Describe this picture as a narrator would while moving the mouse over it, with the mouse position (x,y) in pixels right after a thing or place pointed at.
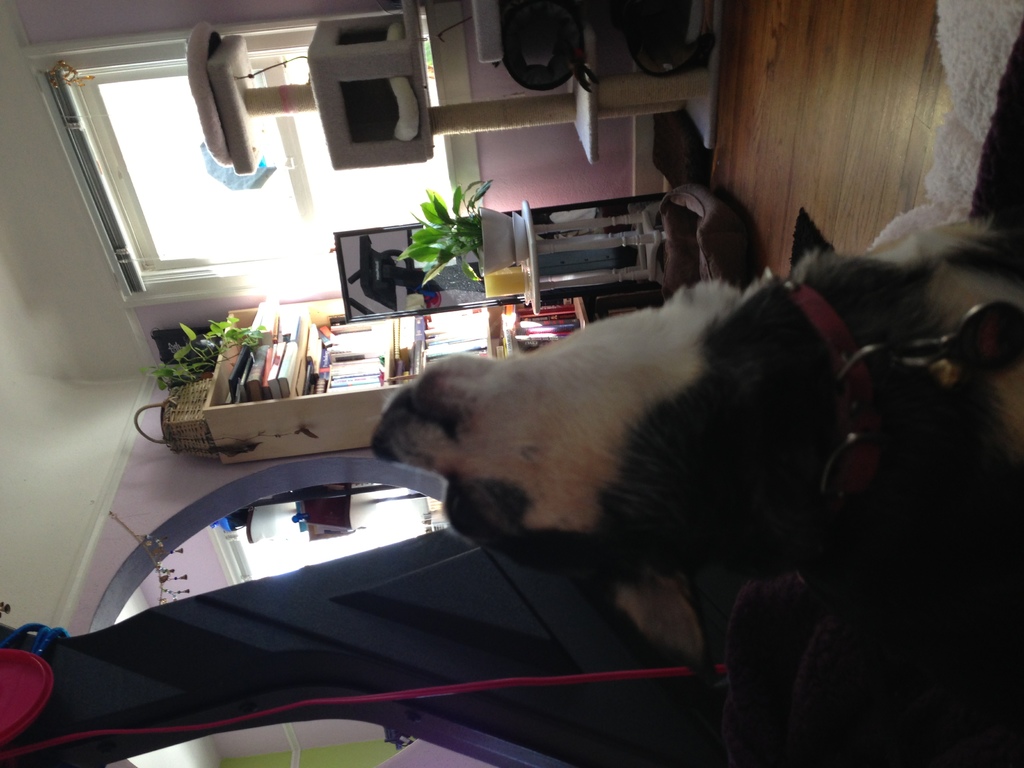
This picture is taken inside the room (427,759). In this image, on the right side (829,316), we can see an animal (907,518) lying on the bed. On the left side (32,655), we can see a box (94,679). In the background (398,375), we can see some books (456,343) on the shelf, screen (560,291), plants (457,231) and a glass window (179,156).
